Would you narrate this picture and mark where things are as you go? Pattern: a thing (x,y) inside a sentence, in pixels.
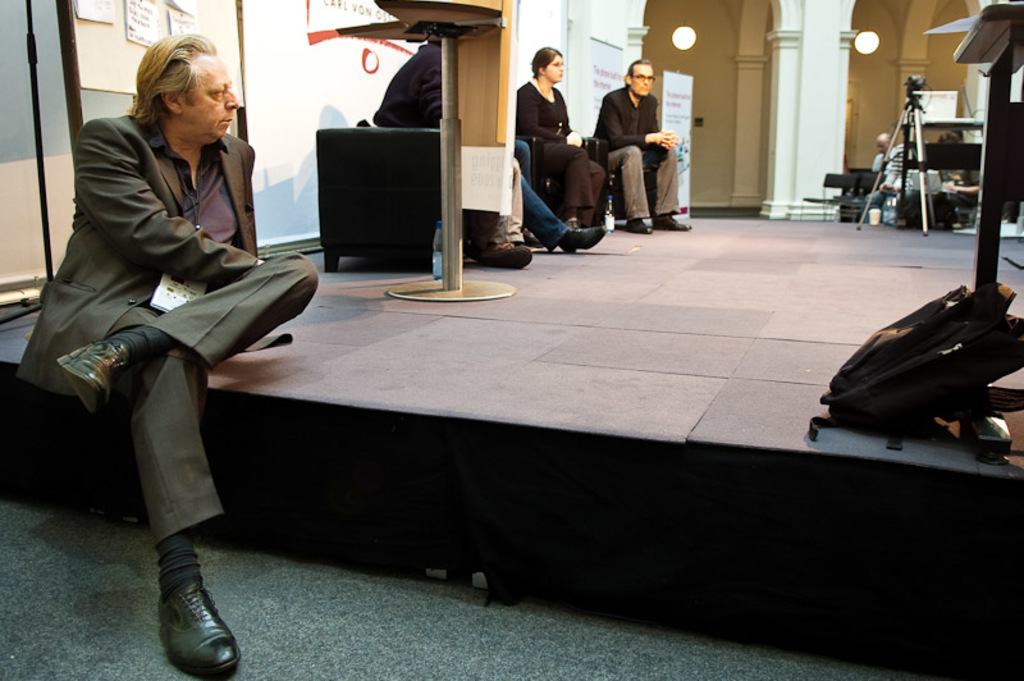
There is a man (202,379) sitting on the floor (370,393). In the background (568,152) there are some people (554,147) sitting in the chairs (605,165). There is a camera (922,81) and a tripod (912,147). We can observe a wall pillar (738,108) and a poster (671,126) here.
